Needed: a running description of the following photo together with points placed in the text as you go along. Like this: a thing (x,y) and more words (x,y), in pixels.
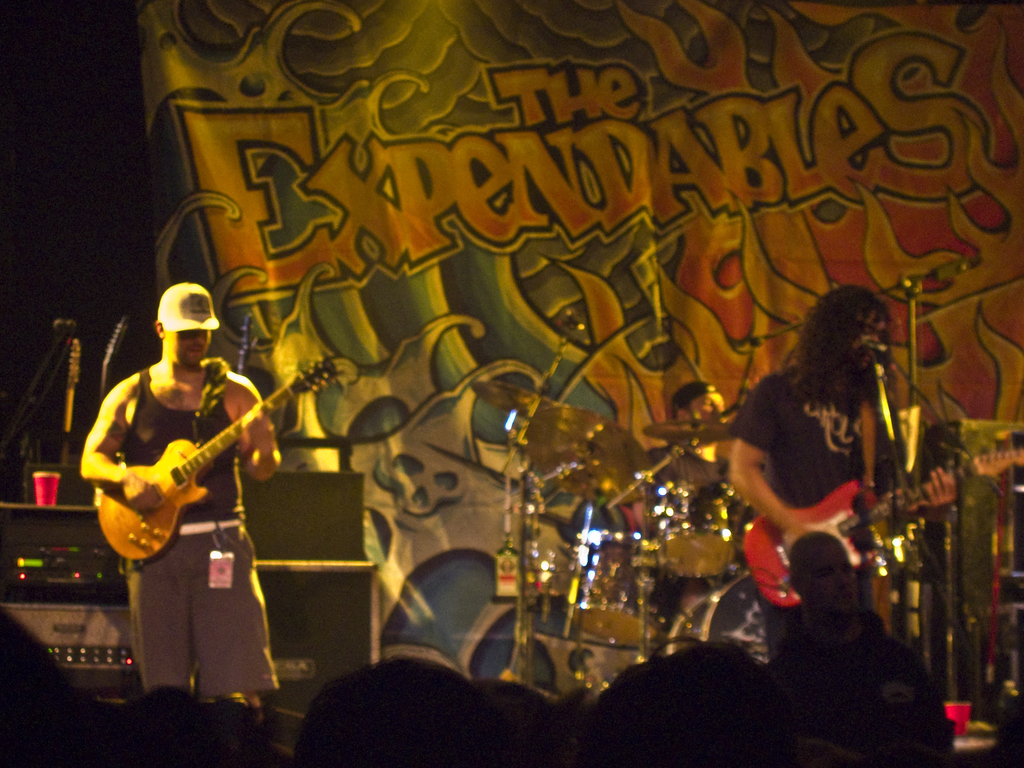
This picture shows two men (233,666) playing guitar (824,499) and we see few audience (599,760) watching them.
